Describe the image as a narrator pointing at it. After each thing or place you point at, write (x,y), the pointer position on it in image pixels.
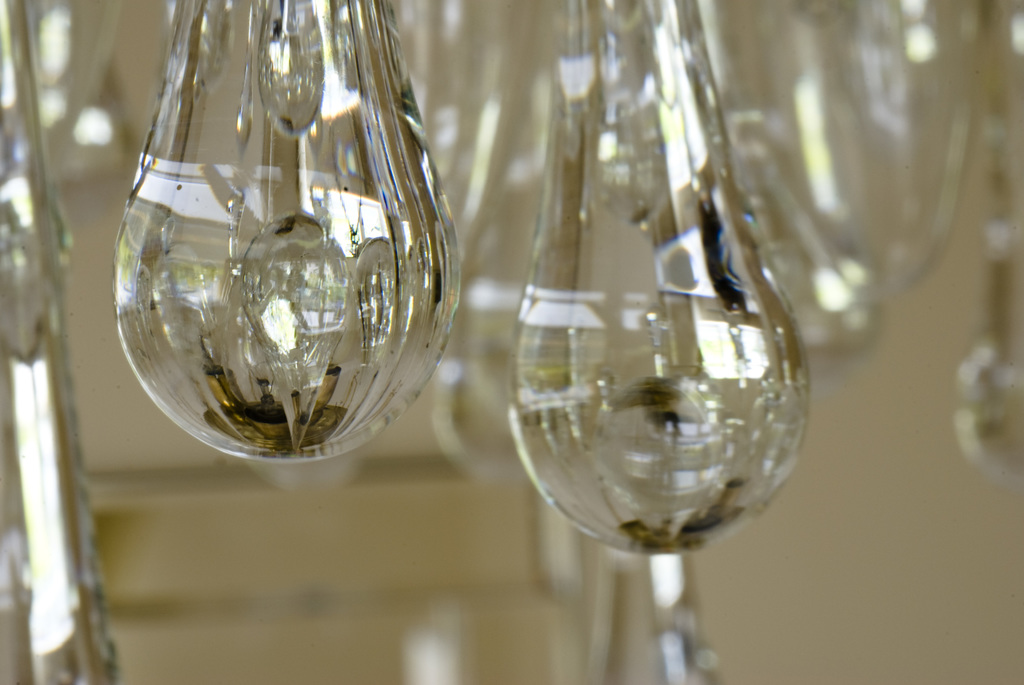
In this image we can see few glass objects (579,346) and there is some reflections (674,253) on it.
